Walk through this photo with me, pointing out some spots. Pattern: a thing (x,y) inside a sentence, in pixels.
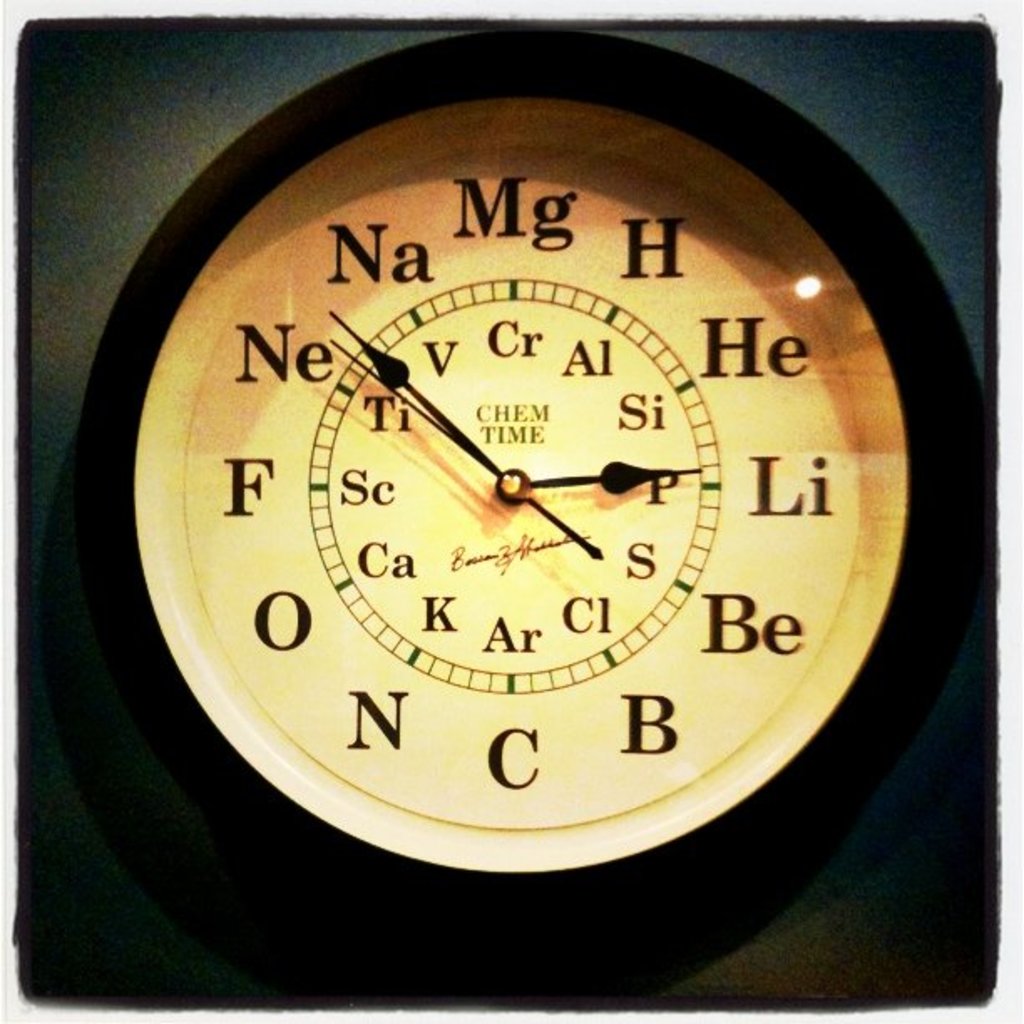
In the middle of the image (581,598), there is a clock (385,578) having hour hand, minute hand (488,462), second hand (568,529) and letters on it. Which are covered with a glass (429,398). And the background is dark in color.
